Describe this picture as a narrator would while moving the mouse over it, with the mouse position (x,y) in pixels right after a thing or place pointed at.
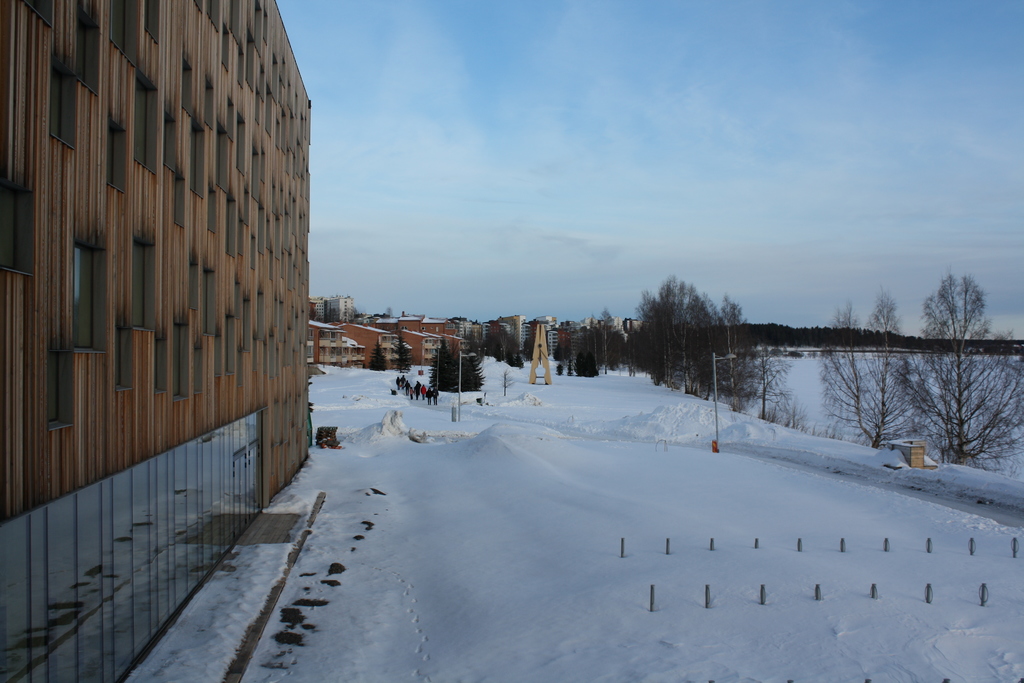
In this image, there are a few buildings (417,357), people (397,383), trees (933,340), poles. We can see the ground (467,500) covered with snow (513,461) and some objects (533,351). We can also see some plants (881,334). We can see some glass (220,505) and the reflection (210,554) of the ground (377,578) is seen in the glass (142,538).
